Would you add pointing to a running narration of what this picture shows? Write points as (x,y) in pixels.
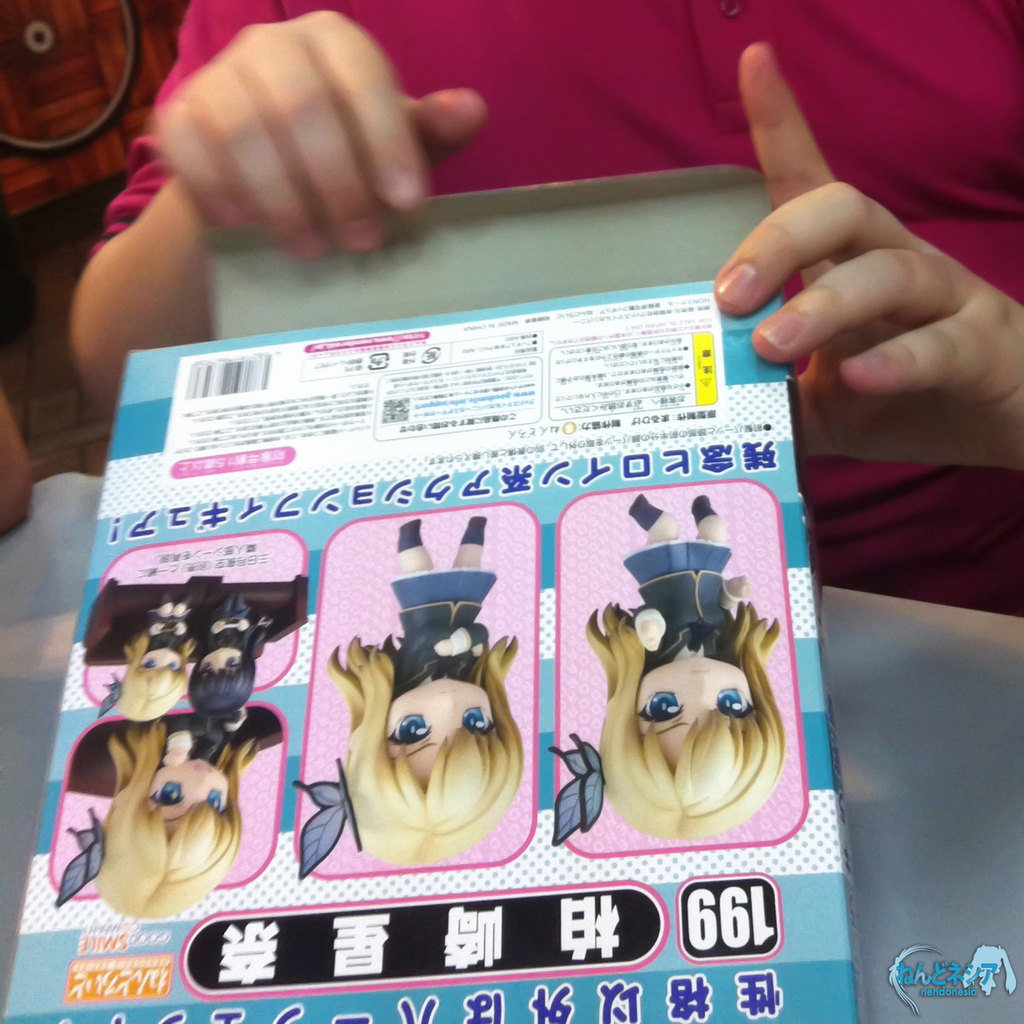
In this image there is a person (438,130), opening the toy box (384,594).
